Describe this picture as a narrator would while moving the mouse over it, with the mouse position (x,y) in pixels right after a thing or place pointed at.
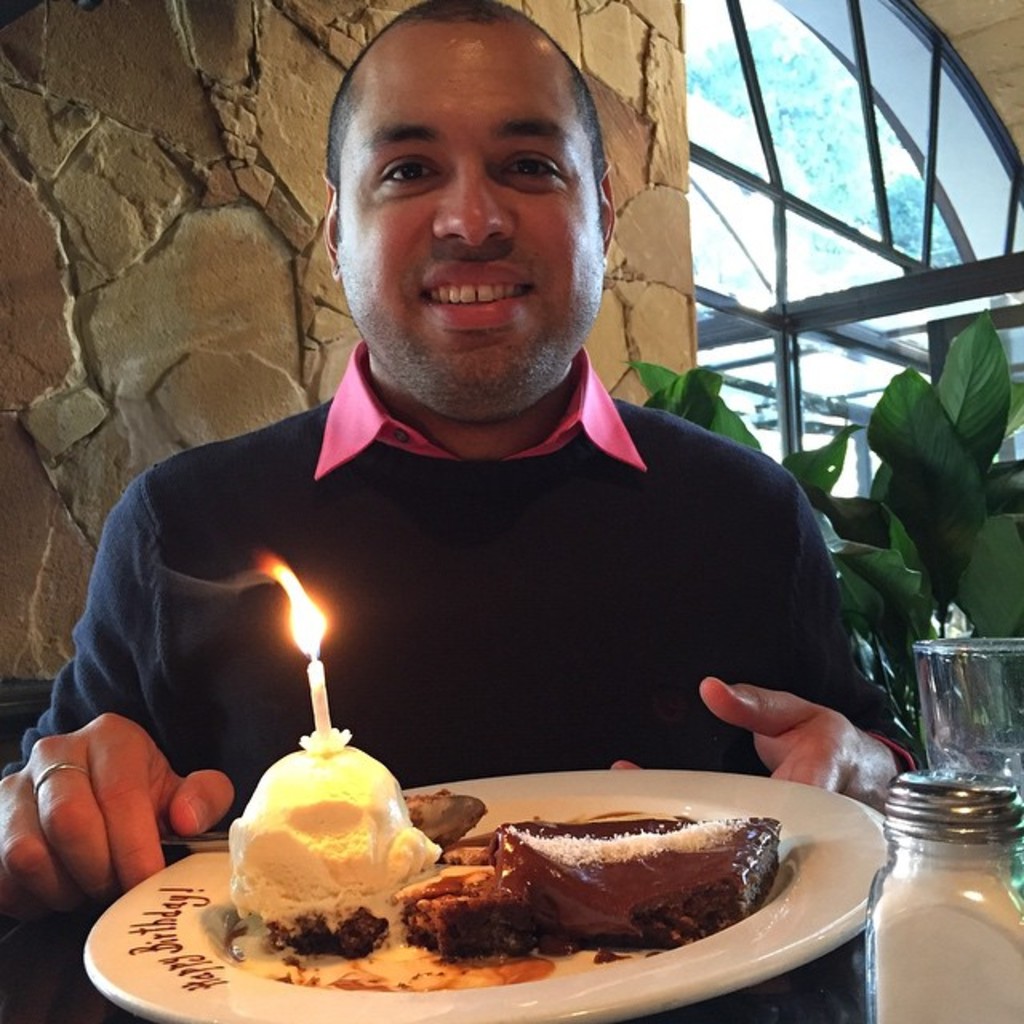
In this image I can see a man (463,459) is smiling. Here I can see a plate (586,817) which has food items (355,841) on it. I can also see a candle (317,678) on the food item (356,805). Here I can see some other objects (919,854) on the table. In the background (867,565) I can see a plant (877,502) and a wall (264,337).
